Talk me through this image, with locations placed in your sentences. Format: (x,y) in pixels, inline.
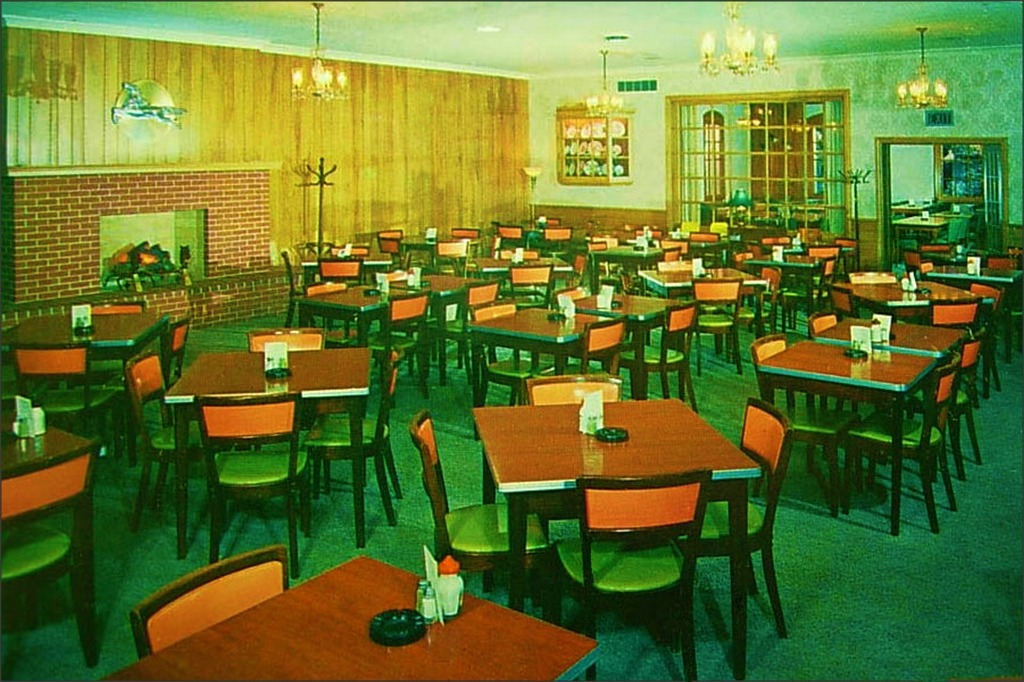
Here in this picture it looks like a restaurant (528,337) with many tables (528,337) and chairs (677,317).
